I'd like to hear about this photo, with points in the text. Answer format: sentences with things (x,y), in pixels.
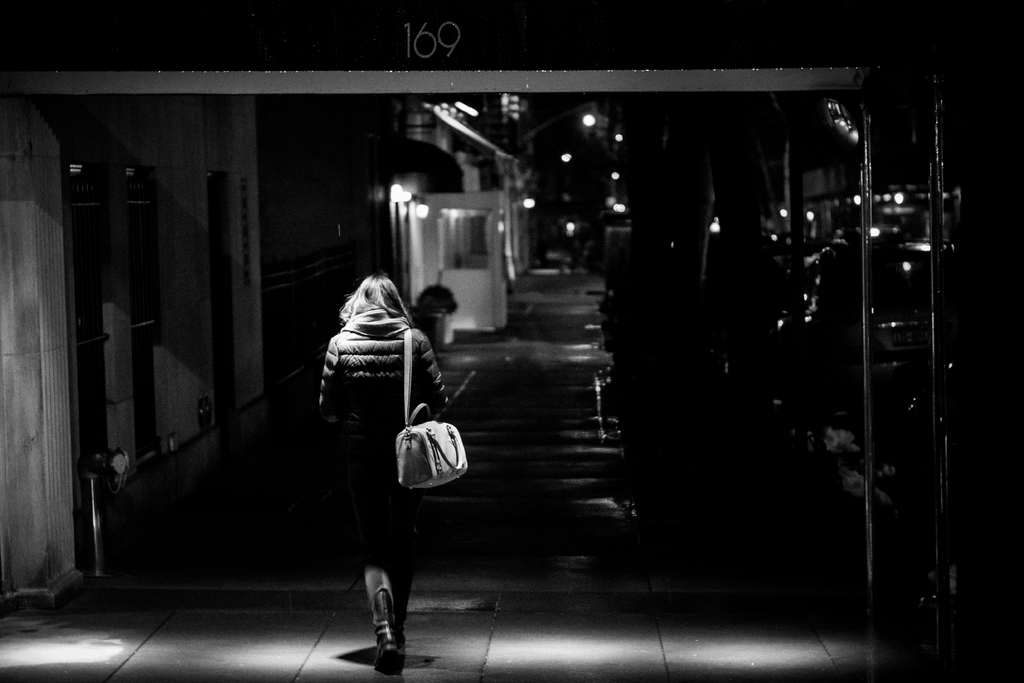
In this image we can see a woman (365,342) wearing a bag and walking, there are some lights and windows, also we can see the background (300,301) is dark.
